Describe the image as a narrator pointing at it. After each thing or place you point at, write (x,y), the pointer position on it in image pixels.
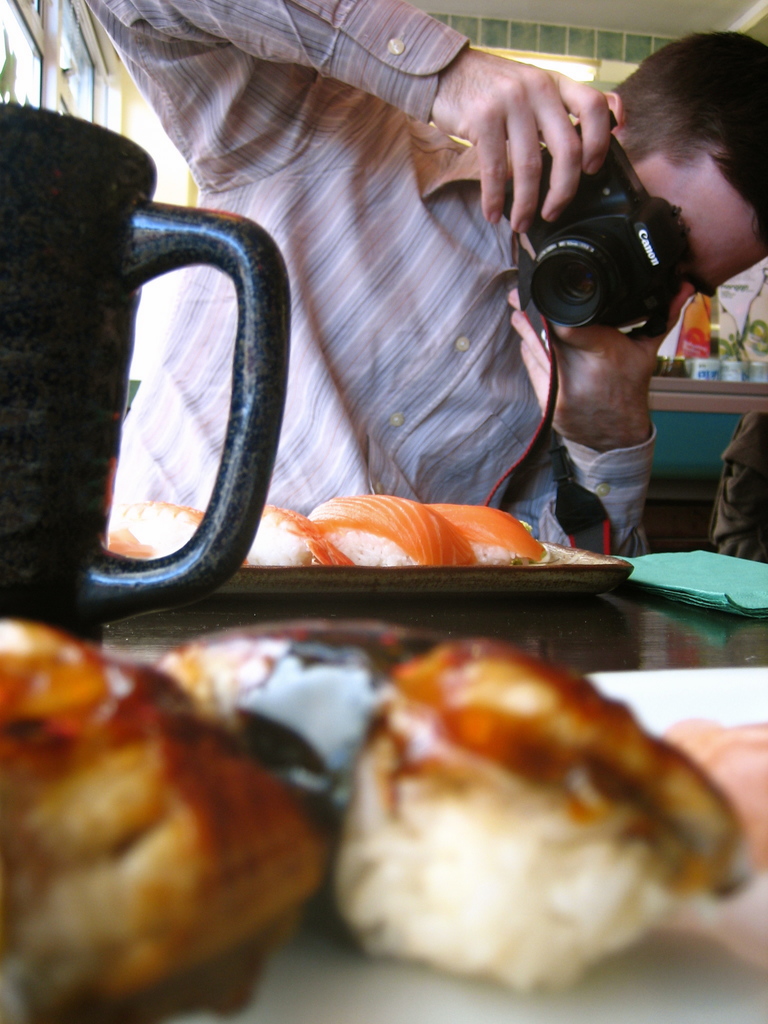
In the foreground of this picture (359,532) we can see a platter (550,578) containing some food items (267,534) and we can see some other food items (370,523) and some objects (230,236) are placed on the top of table (653,611) and we can see a person (274,129) wearing shirt (320,304), holding a camera (582,283) and seems to be taking pictures. In the background (614,35) we can see the wall (585,51) and many other objects (755,428).
